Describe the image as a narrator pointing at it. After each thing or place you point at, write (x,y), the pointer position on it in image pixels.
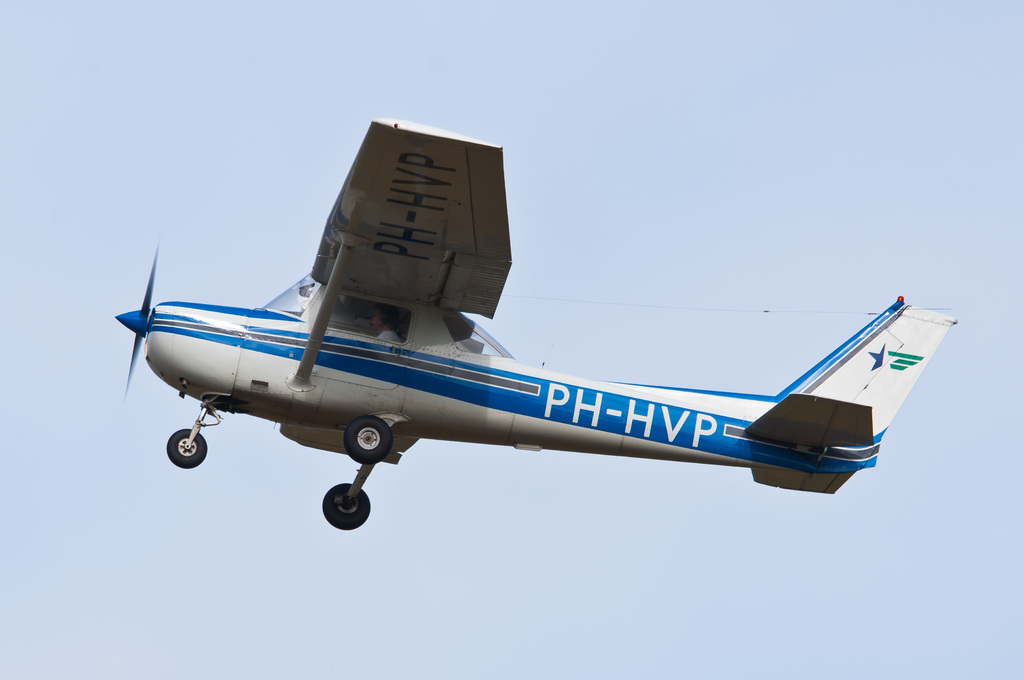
In this image we can see an aircraft (613,416) and there is a person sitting inside the aircraft (378,380). We can see some text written on it and in the background (633,209), we can see the sky (102,577).
